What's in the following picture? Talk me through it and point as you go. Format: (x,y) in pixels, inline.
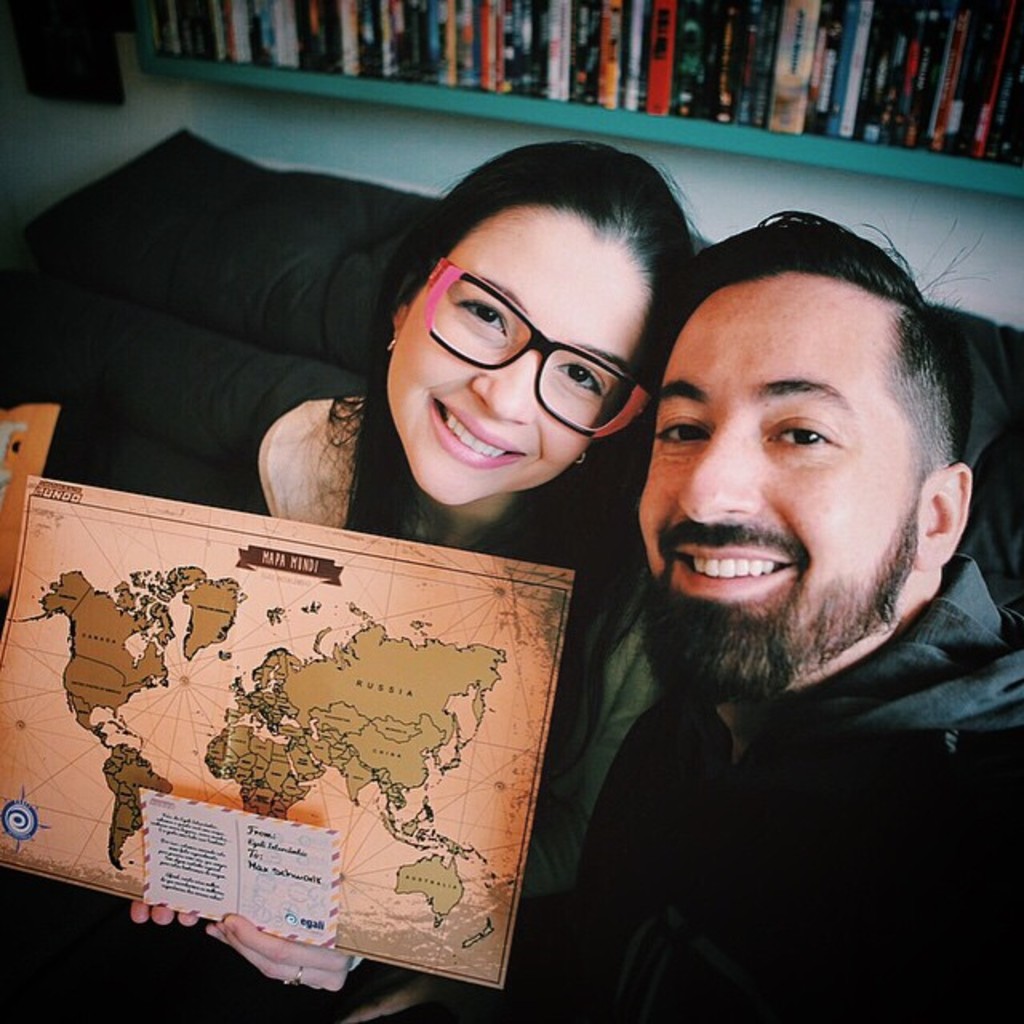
In this image a woman (458,433) and a person (800,824) are sitting on the sofa (177,362). The woman (429,435) is wearing spectacles (495,347). She is holding papers (313,864). There is an image (260,644) on a paper (359,724). There is some text (279,871) on the other paper (279,871). Top of the image (544,105) there is a shelf (330,93) having books (627,73).
